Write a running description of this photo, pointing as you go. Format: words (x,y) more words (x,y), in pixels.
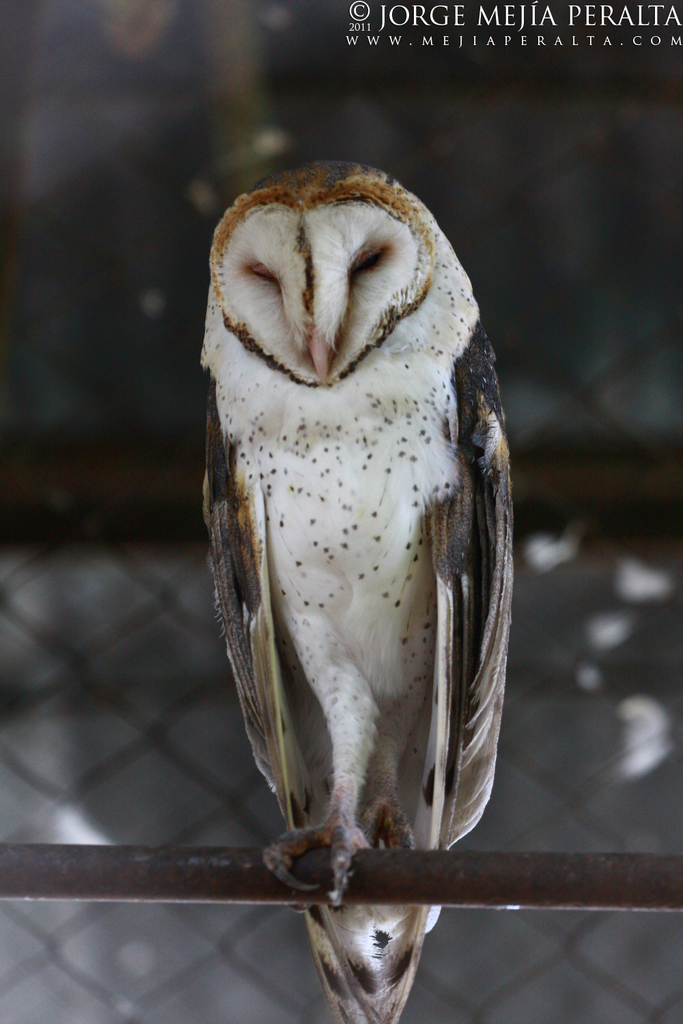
In this picture there is an owl (252,294) who is standing on this rod (24,848). In the background (635,927) I can see fencing (665,191). In the top right corner (475,36) there is a watermark (450,25).
